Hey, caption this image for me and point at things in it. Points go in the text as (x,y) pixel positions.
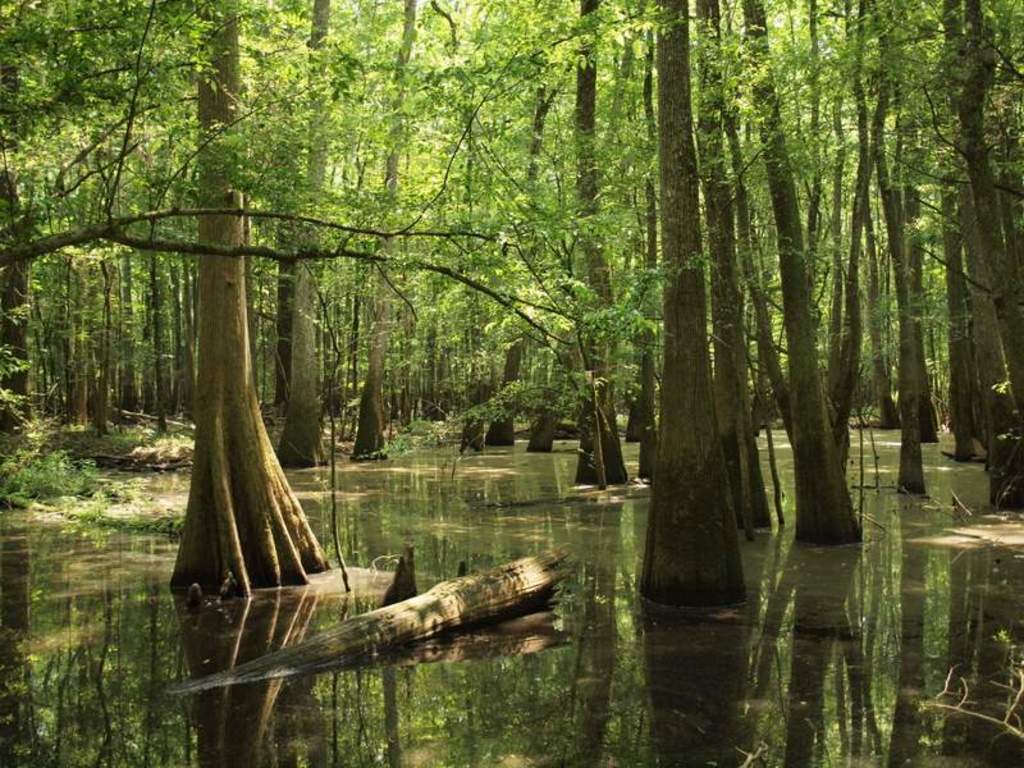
In this image we can see water (412,728) and trees (559,148).
